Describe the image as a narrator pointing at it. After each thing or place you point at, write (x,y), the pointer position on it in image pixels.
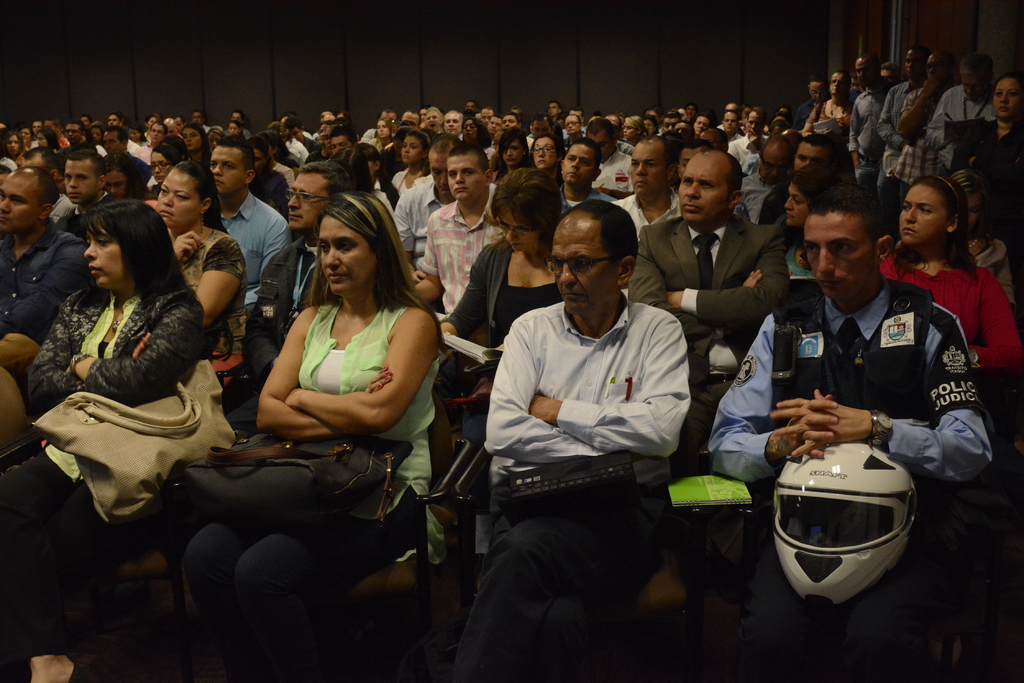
In this image there are people (536,170) and wall (585,97). Most of the people (782,297) are sitting on chairs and few people (946,94) are standing. Near them there are bags (200,367), books (690,501), helmets (835,468) and objects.
